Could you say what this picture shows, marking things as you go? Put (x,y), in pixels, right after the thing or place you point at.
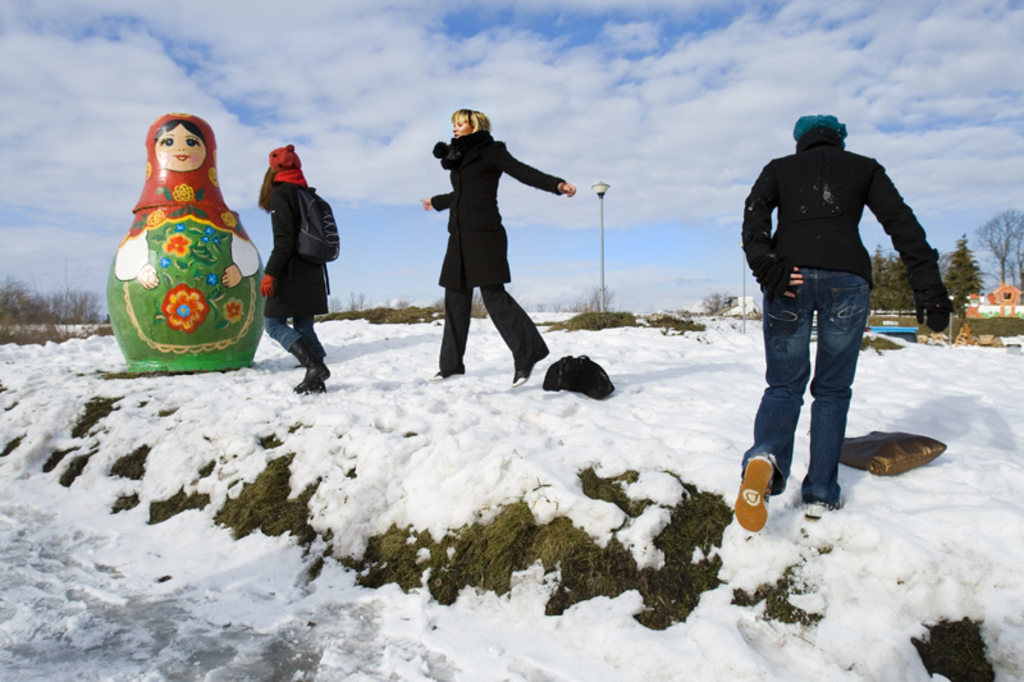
On the left side (246,286) there is a doll (206,294) on the snow (210,390), in the middle (531,344) 2 women (493,155) are on the snow (429,324), they wore black color coats (459,224). On the right side (778,374) a person (764,428) is walking, this person (798,400) wore blue color trouser (822,347), there are trees (961,258) in this image. At the top (685,101) it is the cloudy sky (657,87).
